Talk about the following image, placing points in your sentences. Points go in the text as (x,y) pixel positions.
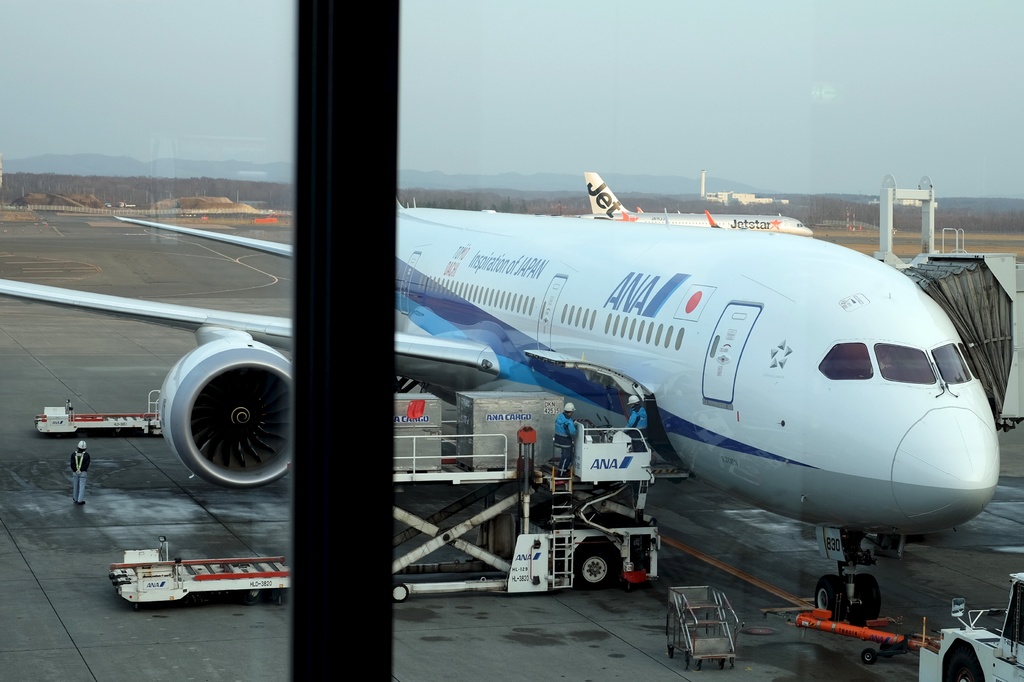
In this picture we can see the glass window (106,644), we can see the planes (668,370), few people (573,437) are standing around.
